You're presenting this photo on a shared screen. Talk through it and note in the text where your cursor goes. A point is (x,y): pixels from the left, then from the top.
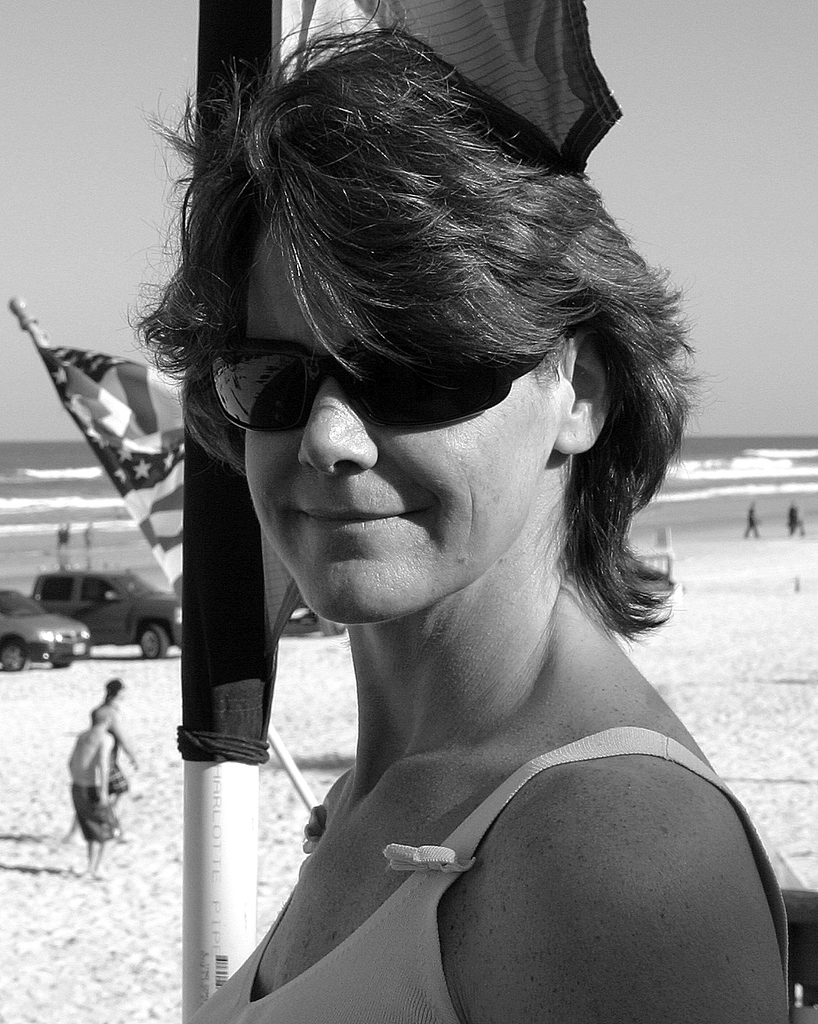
There is a woman (391,382) smiling and wore goggles (397,372), beside her we can see flags (473,52) and pole (225,613). Far we can see people (102,719) and vehicles (28,642) on the sand (69,693). In the background (691,494) we can see water (707,481) and sky (685,223).
